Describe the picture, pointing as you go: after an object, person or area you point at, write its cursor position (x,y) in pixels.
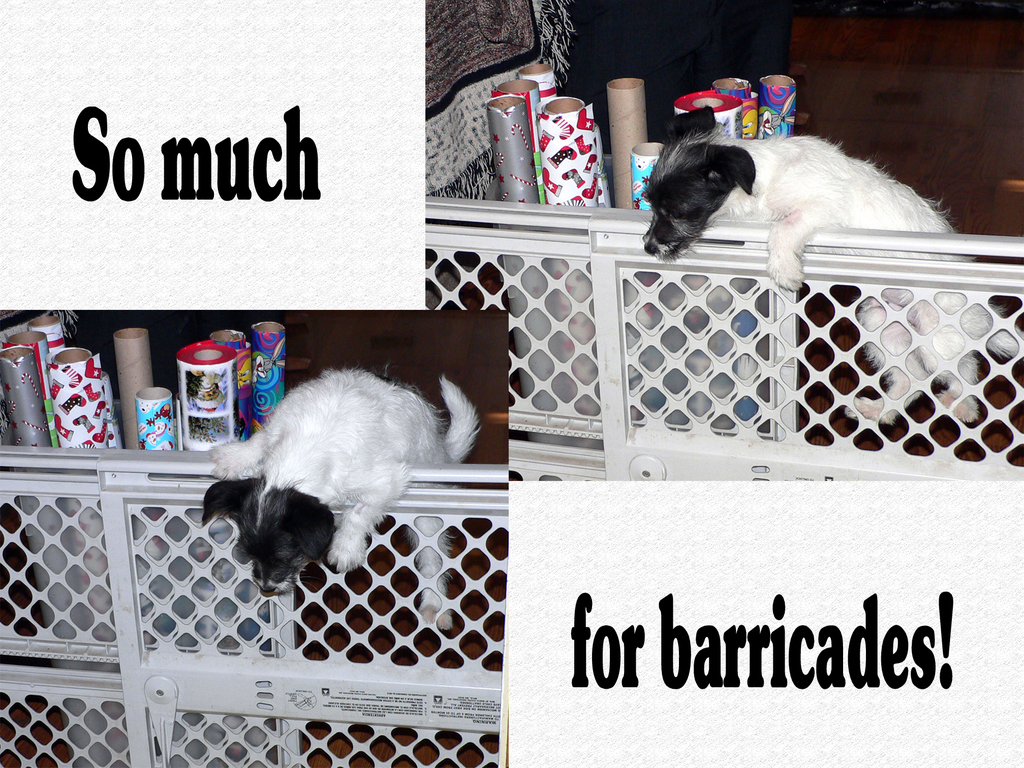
In this image we can see dogs (326,462) on the fence (358,595), there are some objects (200,343) and text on the white color board (269,290), also we can see a cloth (466,161).
